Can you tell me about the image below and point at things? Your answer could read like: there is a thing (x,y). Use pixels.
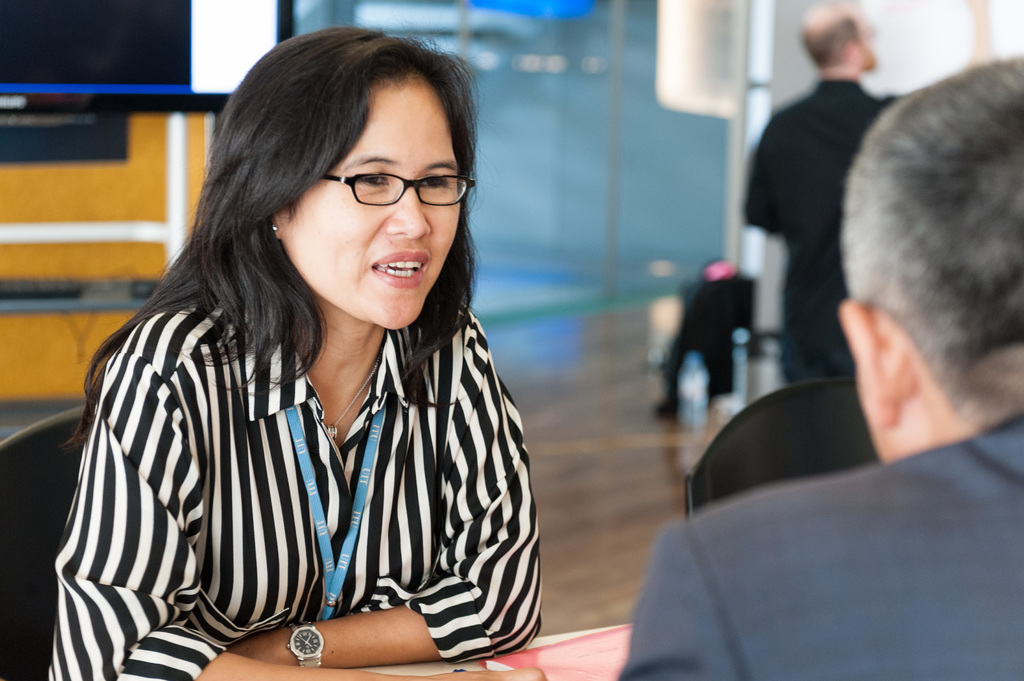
In the foreground of this image (843,627), on the right (843,617), there is a man (848,606). On the left (138,568), there is a woman (146,514) sitting on the chair (36,492) in front of a table (449,661) on which, there is a book (562,667) and there is another chair (769,462) beside her. In the background (814,178), there is a man (813,215) standing on the floor (599,345), glass wall (566,85), a screen (225,56), stand (183,202) and the wall (98,183).
